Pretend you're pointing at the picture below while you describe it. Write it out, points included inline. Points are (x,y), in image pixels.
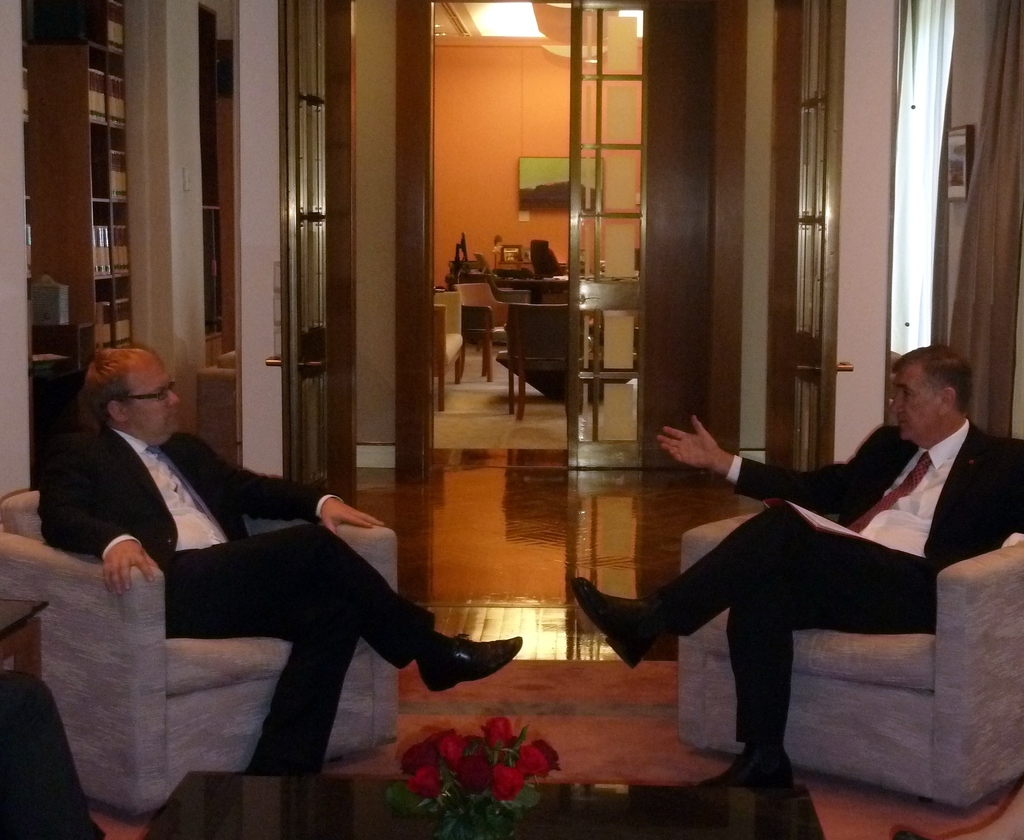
To the right side (1018,492) there is a man (1004,474) with black jacket (989,487), white shirt (911,500), red tie (902,491) and black shoe (638,628) is sitting on the sofa (954,719). And to the left corner (109,483) there is another man (120,491) with black jacket (128,493), white shirt (190,505) and black shoe (441,665) is sitting on the sofa (100,685). To the front (231,786) middle there is a table (535,804) with rose flowers (459,780) on it. And to the right corner (973,208) there is a window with curtains (976,236) to it and to the wall (965,70) there is a frame (956,153). And to the left corner (125,186) there is a cupboard (127,328). In the middle (652,283) there is door (591,101) with a room (568,324) in it. Inside the room (500,185) to the left side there are two chairs (456,314) and in the middle of the room (506,170) there is one chair (531,330). And in the middle of the wall (490,186) there is a frame (545,176).
